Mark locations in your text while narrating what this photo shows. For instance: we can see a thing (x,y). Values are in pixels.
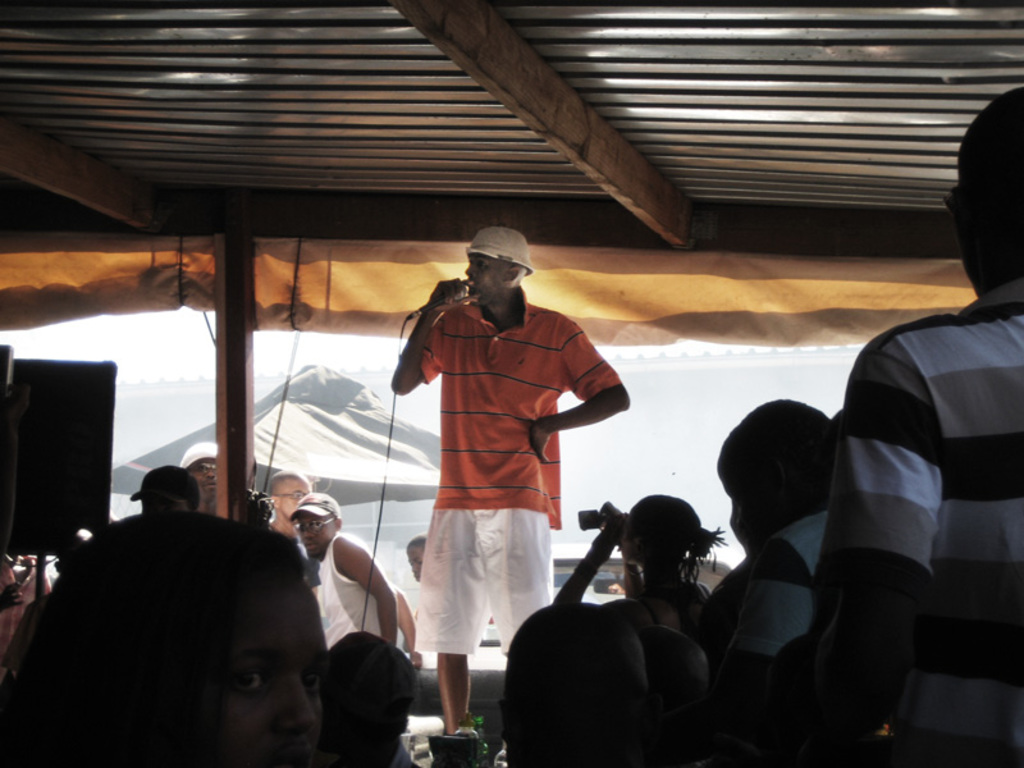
In this picture we can see a man (487,445) with a hat (477,244). He is holding a microphone (436,303) with a cable (397,352). At the bottom of the image (178,672), there are people (574,713) and some objects (452,748). Behind the man (467,548), there are few people (288,494), a tent (297,471), a pole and it looks like a vehicle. There is a woman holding an object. On the left side of the image (70,526), there is a speaker (52,517) with a stand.
